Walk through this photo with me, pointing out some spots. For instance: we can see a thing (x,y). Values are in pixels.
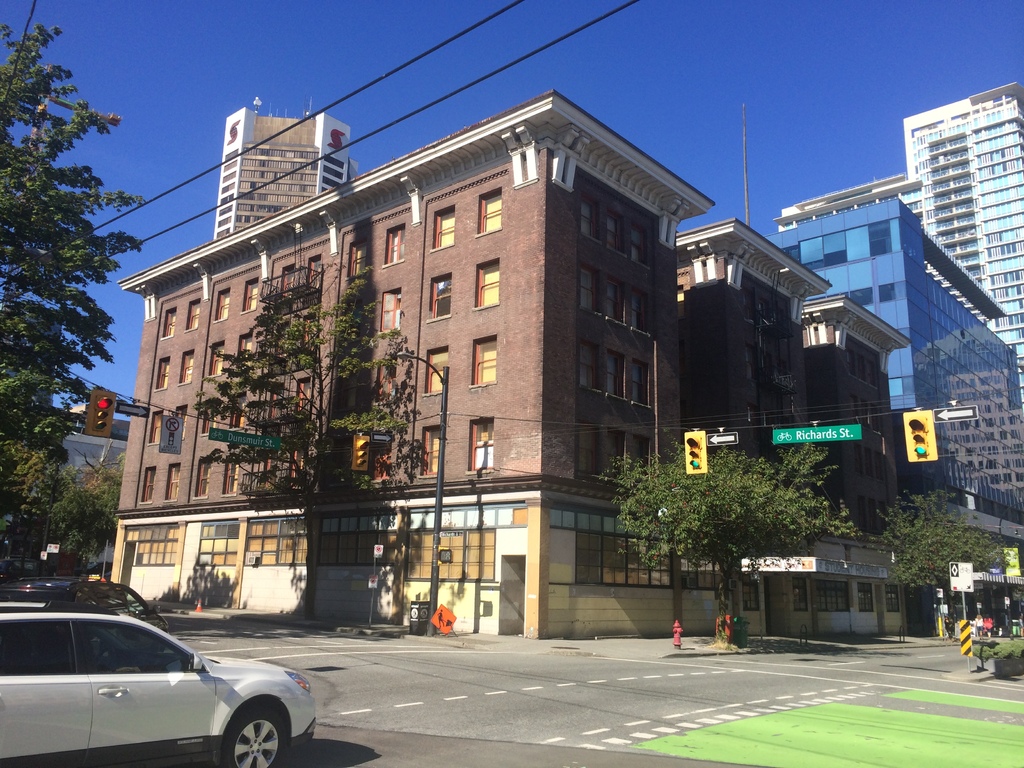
In the image we can see the buildings (576,299) and windows (487,296) of the buildings (493,321). There are even trees (627,497), electric poles (441,472) and electric wires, and we can see there are vehicles (59,647) on the road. Here we can see fire hydrant (679,641), garbage bin (418,615), signal pole (701,454), board (814,434) and the sky (745,71).
